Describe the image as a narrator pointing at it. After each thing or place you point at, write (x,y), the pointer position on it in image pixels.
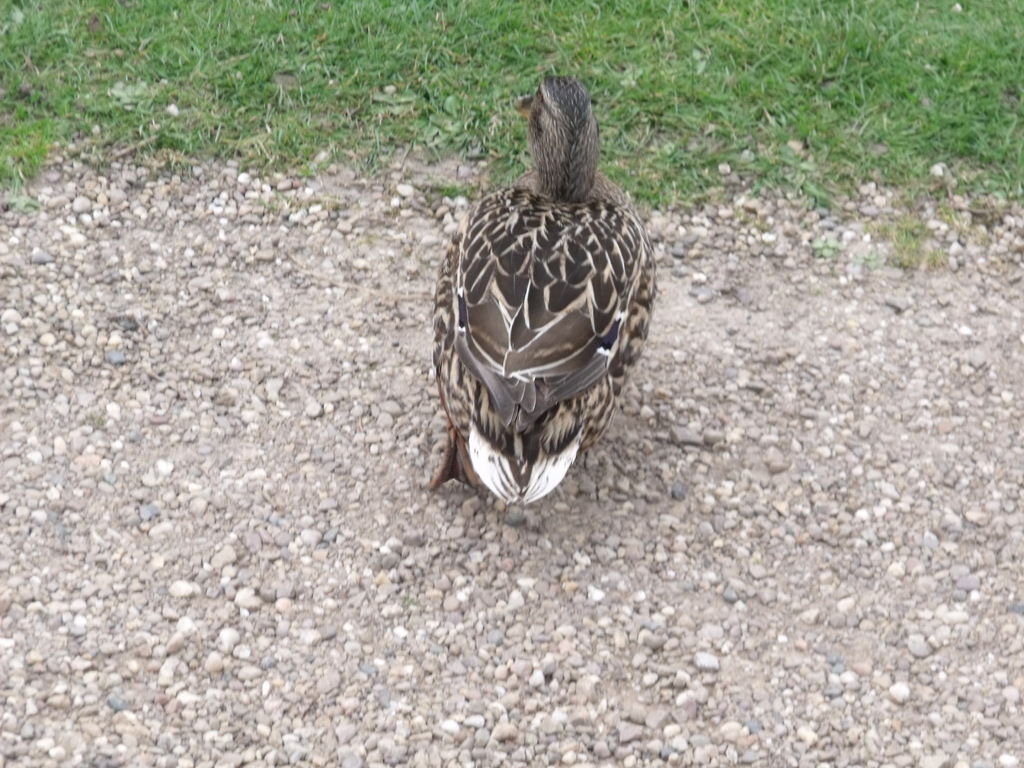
In the image we can see a bird (482,326) gray and white in color, this is a sand (435,586) and a grass (355,99).
